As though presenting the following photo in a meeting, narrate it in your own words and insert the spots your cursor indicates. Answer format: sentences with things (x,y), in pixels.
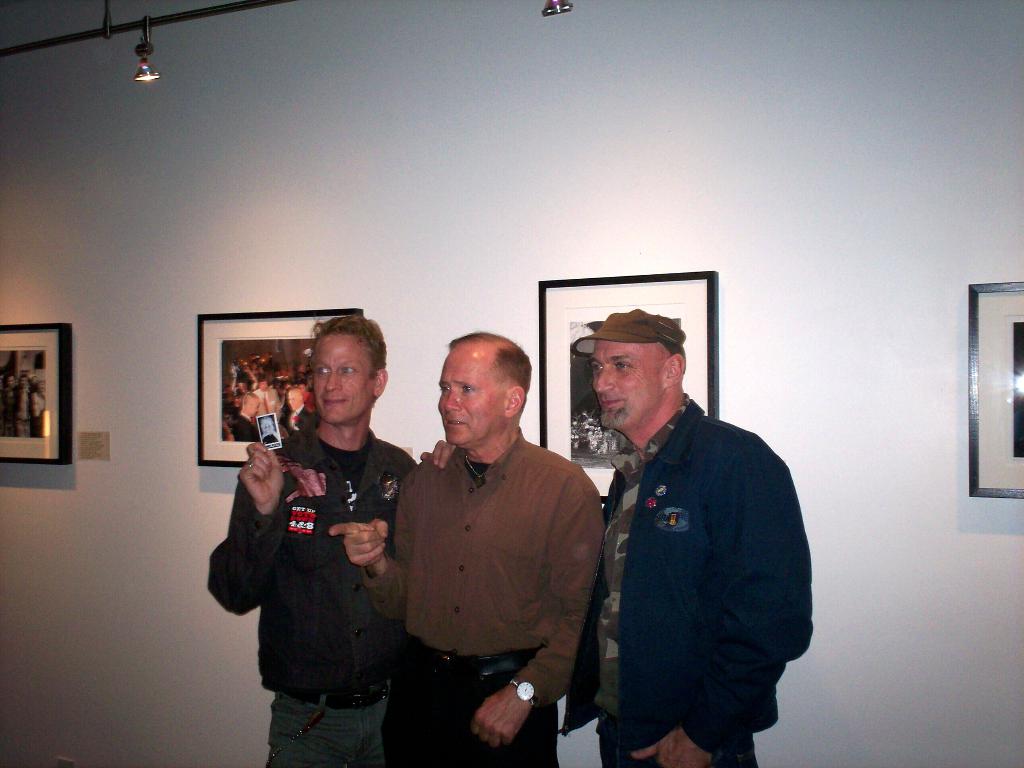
In this picture we can observe three members (470,542). All of them were men (474,371). They are smiling. In the background (246,442) we can observe some photo frames (544,360) fixed to the wall (523,221). The wall (345,207) is in white color.
